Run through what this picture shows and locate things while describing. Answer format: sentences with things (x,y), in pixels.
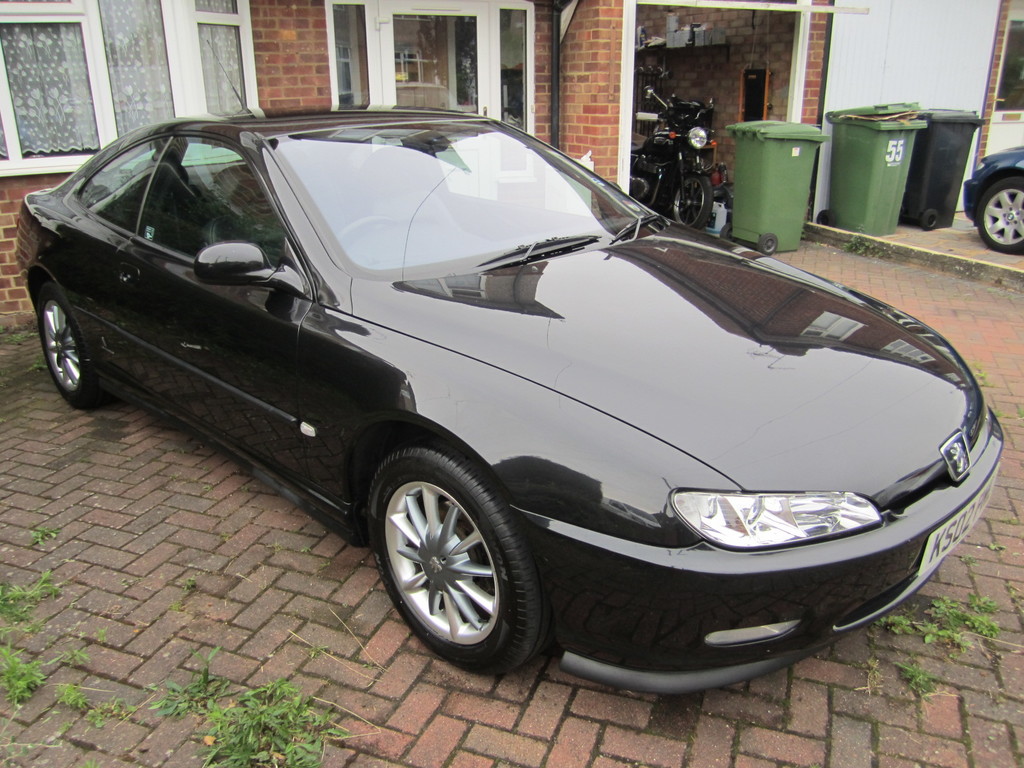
In this image, in the middle (551,416) there is a car (536,434). In the background (896,136) there are dustbins (838,181), bike (682,128), car (979,224), windows (179,99), curtains (138,96), glasses (443,94), pipe (552,89), a wall (590,76). At the bottom (233,529) there are leaves (312,741), floor (193,568).
